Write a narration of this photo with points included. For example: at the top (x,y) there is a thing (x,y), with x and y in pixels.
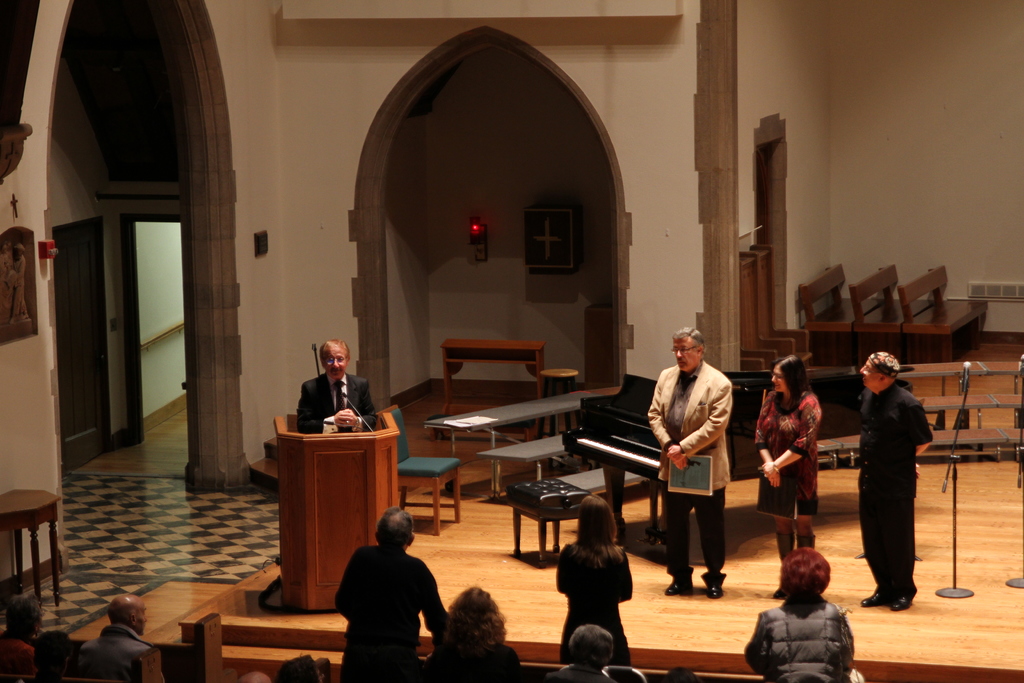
In this image we can see the person (349,383) standing in front of the podium (282,578). We can also see the persons (800,449) standing. At the bottom (806,631) we can see a few people (346,641). In the background (454,356) we can see the tables (508,346), benches (859,287), mics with stands (1020,454) and also the chair (444,459). We can also see the light (474,232), door (103,281), a frame (33,244) attached to the plain wall (5,434).
